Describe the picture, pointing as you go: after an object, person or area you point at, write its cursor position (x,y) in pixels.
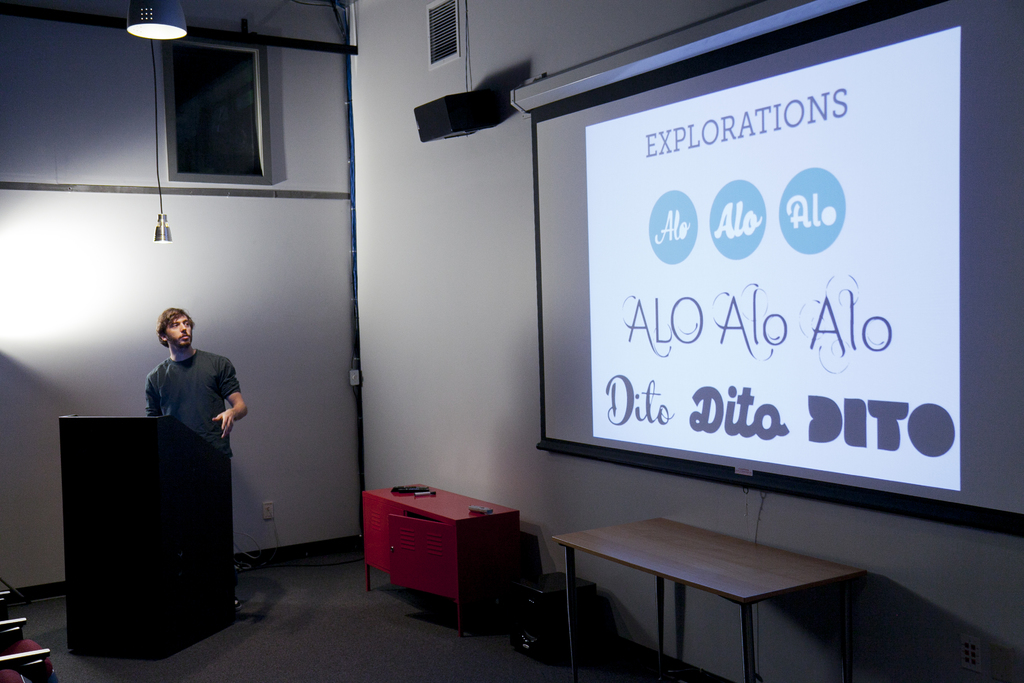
This is an inside view. On the right side (737,421) there is a screen (709,225) attached to the wall (457,376). Under the screen (715,404) there are two tables (585,539) and a box (516,604) are placed on the floor (427,634). On the left side (177,402) a man (185,389) is standing in front of the podium (175,498) and looking at the screen (752,303). In the background (448,269), I can see the wall (262,212). At the top (157,21) there is a light (142,6).
